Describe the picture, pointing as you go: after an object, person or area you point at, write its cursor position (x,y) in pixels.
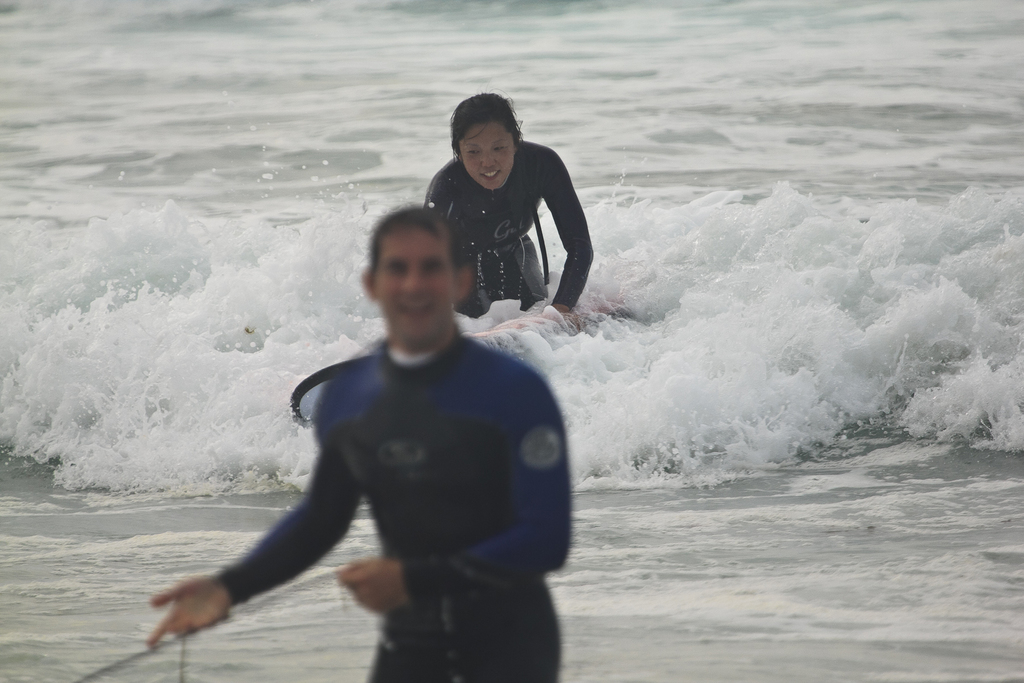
These two persons (431,350) are surfing on the water (290,605) with surf board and smiling, this person (452,531) holding rope (182,631).
